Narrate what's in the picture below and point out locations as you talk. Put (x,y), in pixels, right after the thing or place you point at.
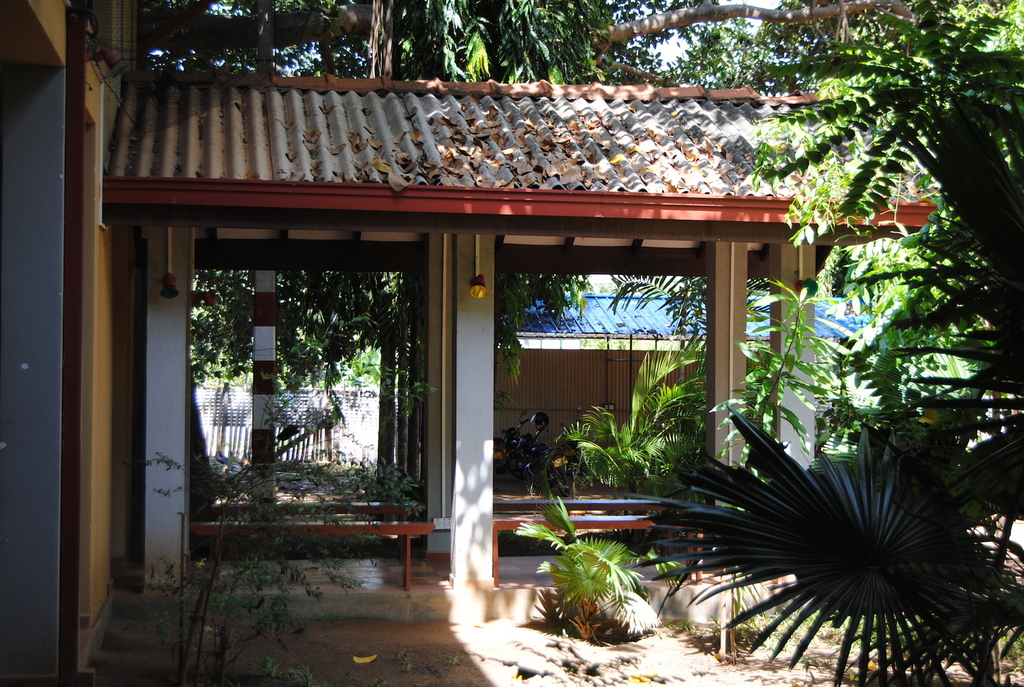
This image is taken outdoors. At the bottom of the image (334,676) there is a ground (690,667). In the middle of the image (476,436) there is a house (54,265) with walls (107,488), pillars (458,336) and a roof (337,154). In the background (597,360) there is a cabin (616,372) and a bike (572,459) is parked on the ground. There are a few trees (376,288) and many plants (692,406) on the ground (173,638).
